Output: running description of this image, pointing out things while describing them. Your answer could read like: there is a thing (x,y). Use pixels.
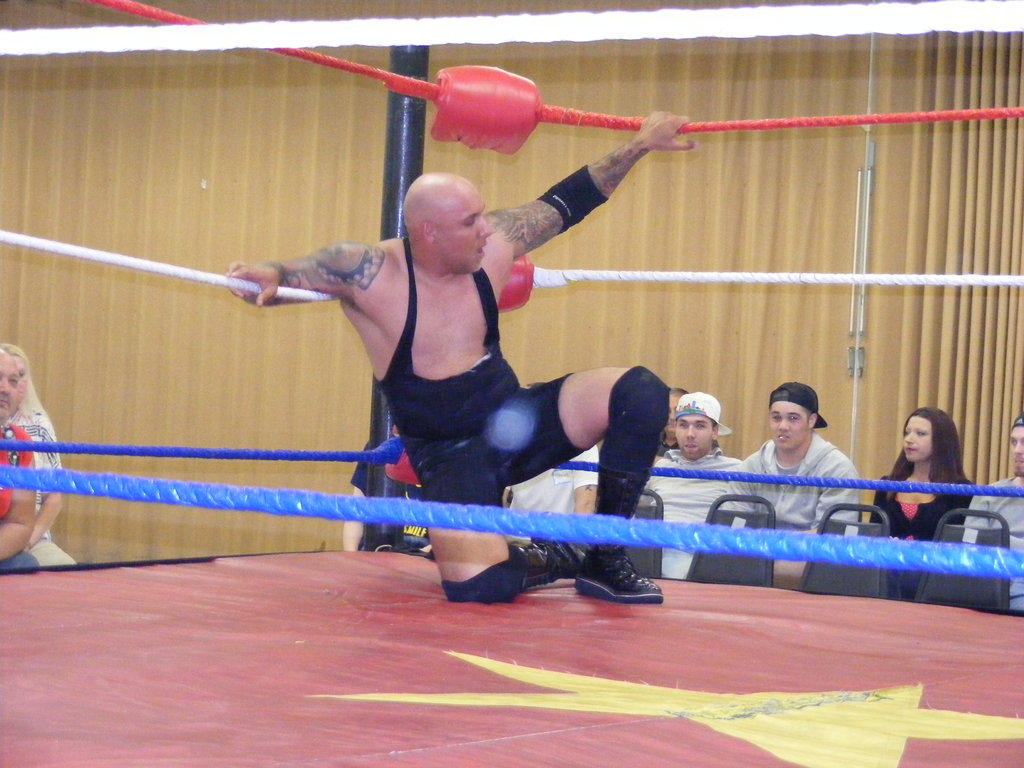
In this picture I can see a boxing ring (530,523) in front (56,764) and I can see a man (431,323) in it and I see tattoos (319,275) on his hands (234,291). In the background (42,421) I can see few people (791,449) and I see the chairs (717,507). I can also see the rope (559,35) on the top of this picture (501,17).
